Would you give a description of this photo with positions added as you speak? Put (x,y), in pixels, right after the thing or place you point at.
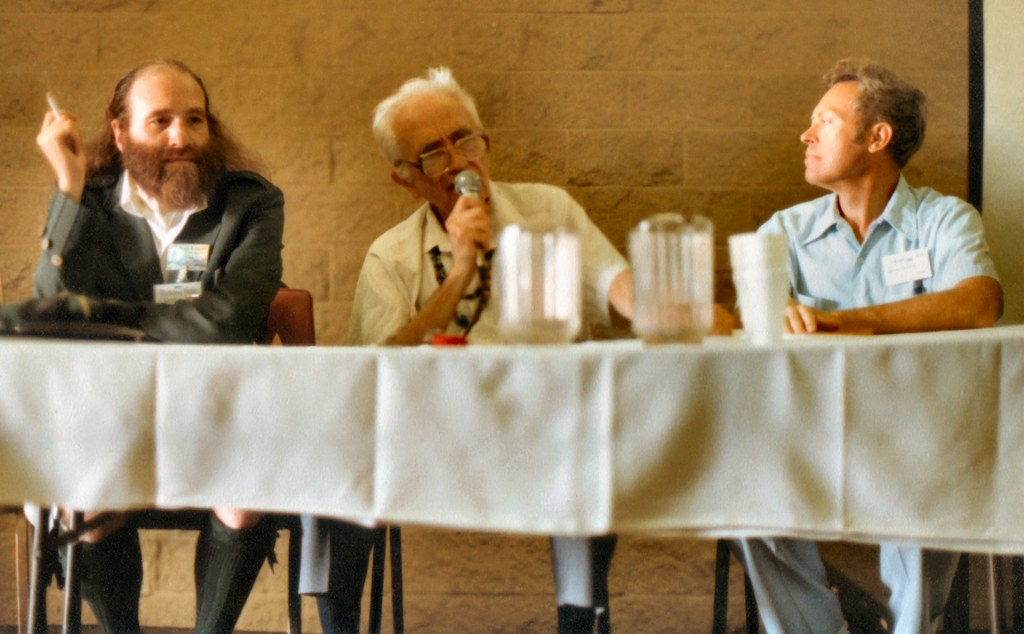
Three men (193,245) are sitting at a table (977,334). Of them one is speaking with a mic (475,177) in his hand (468,212).
